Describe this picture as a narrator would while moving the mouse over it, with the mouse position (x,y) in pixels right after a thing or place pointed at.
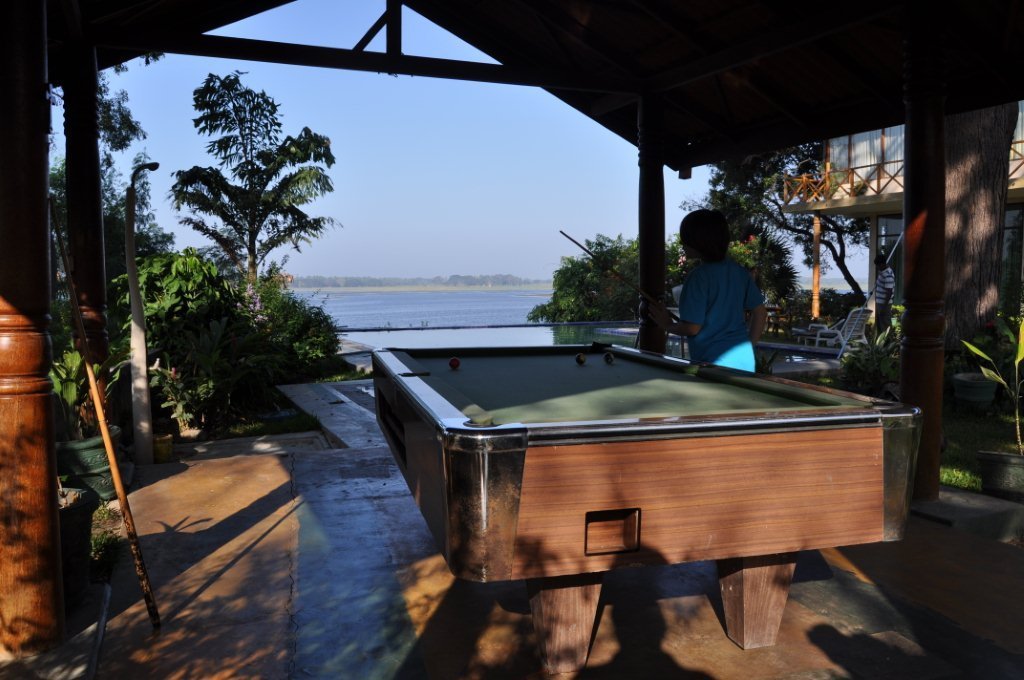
As we can see in the image there is a sky (451,182), water (450,308), trees (786,228), a human (720,245) standing over here and there is a billiards board (594,394).
